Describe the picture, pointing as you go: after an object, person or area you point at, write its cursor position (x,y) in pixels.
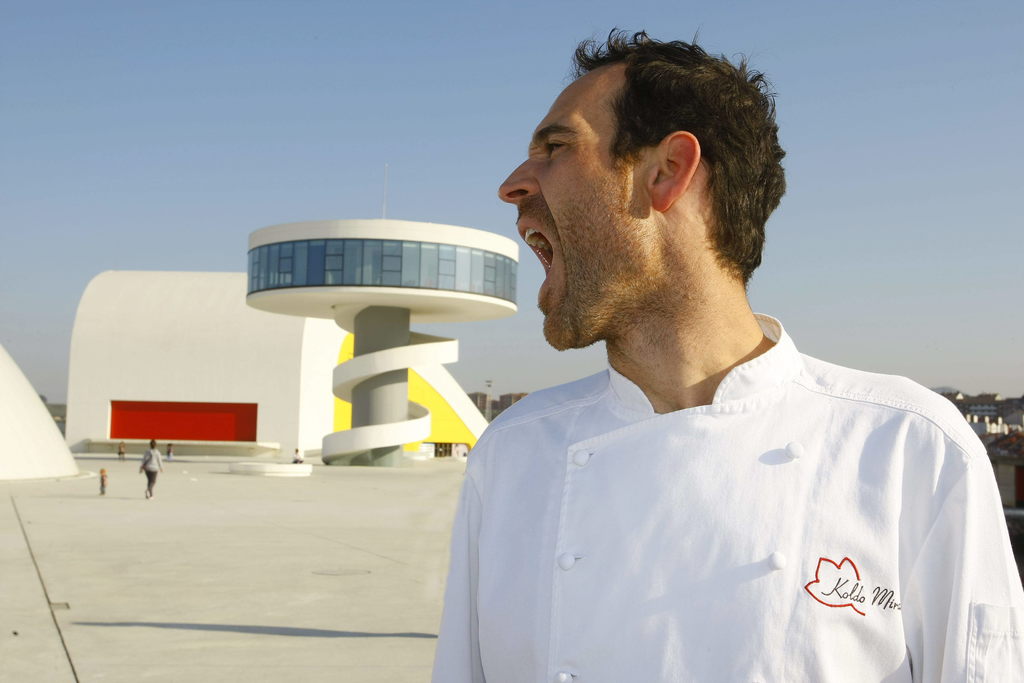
In this image I can see a person (613,458) opening his mouth (541,236). I can see a person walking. In the background (140,437) I can see buildings (224,342). At the top (271,98) I can see the sky (236,98).
